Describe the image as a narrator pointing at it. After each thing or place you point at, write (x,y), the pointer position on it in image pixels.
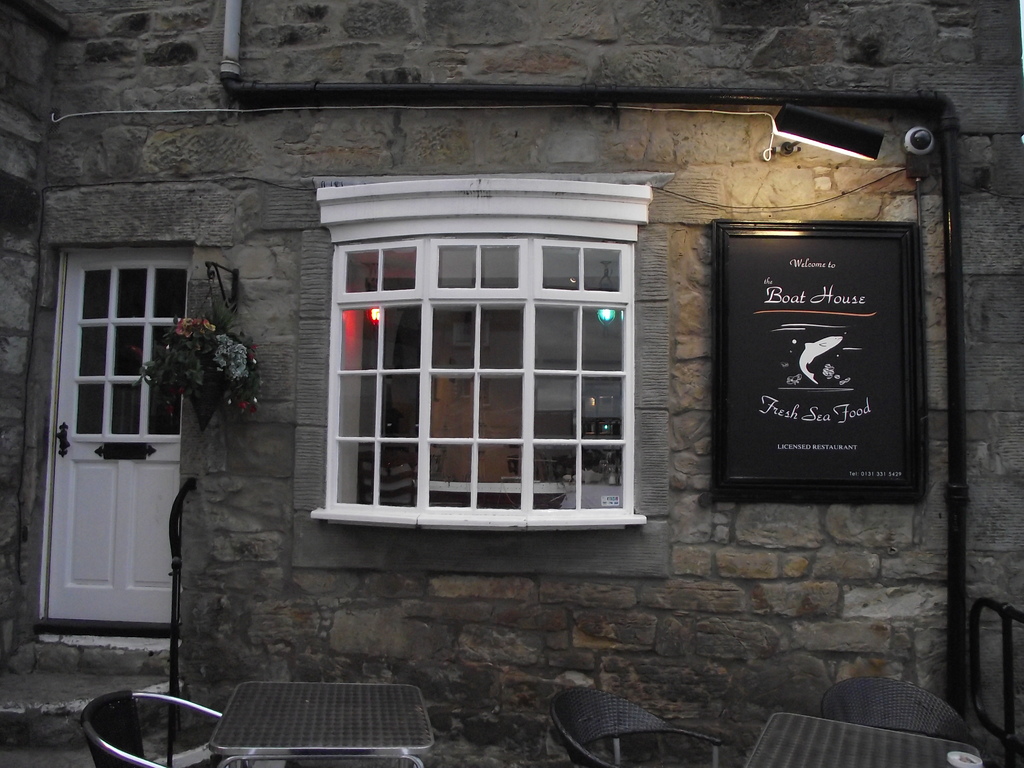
In this image I can see a building (235,618) which is in gray color. I can also see a window (466,350) and door (84,598) in white color, right side (877,372) I can see a frame (859,371) attached to the wall (946,532) and the frame (864,360) is in black color.
